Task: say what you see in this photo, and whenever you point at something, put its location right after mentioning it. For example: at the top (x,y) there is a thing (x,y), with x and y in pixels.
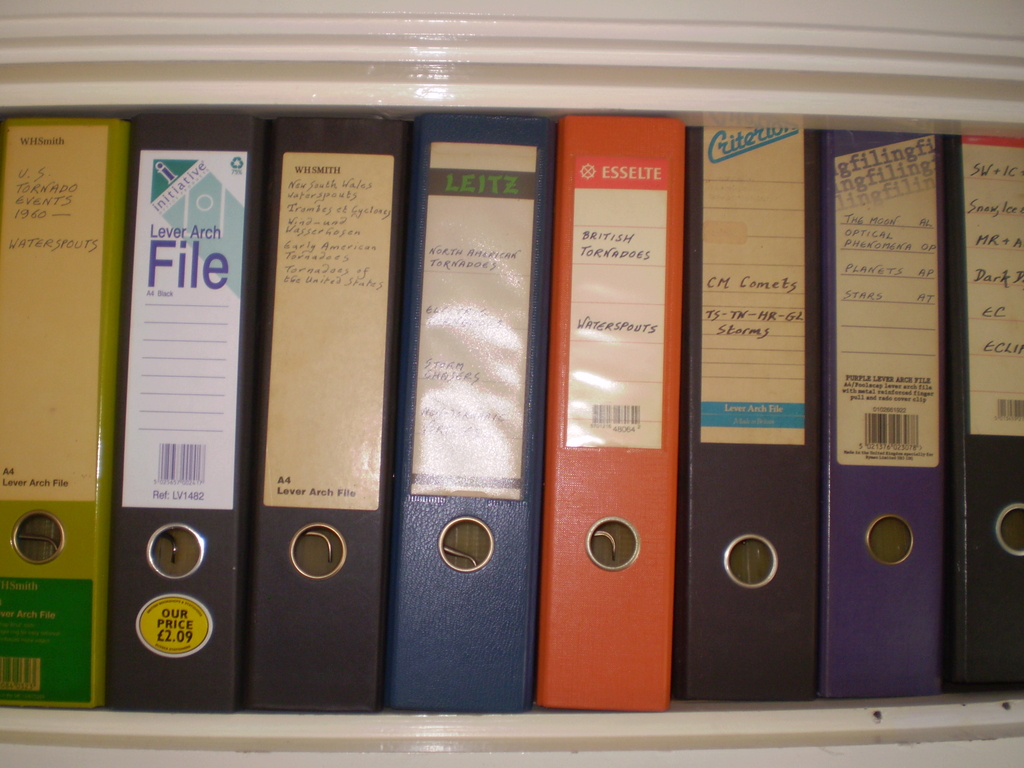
In this image we can see files (993,429) are arranged in a white color shelf (930,730).
